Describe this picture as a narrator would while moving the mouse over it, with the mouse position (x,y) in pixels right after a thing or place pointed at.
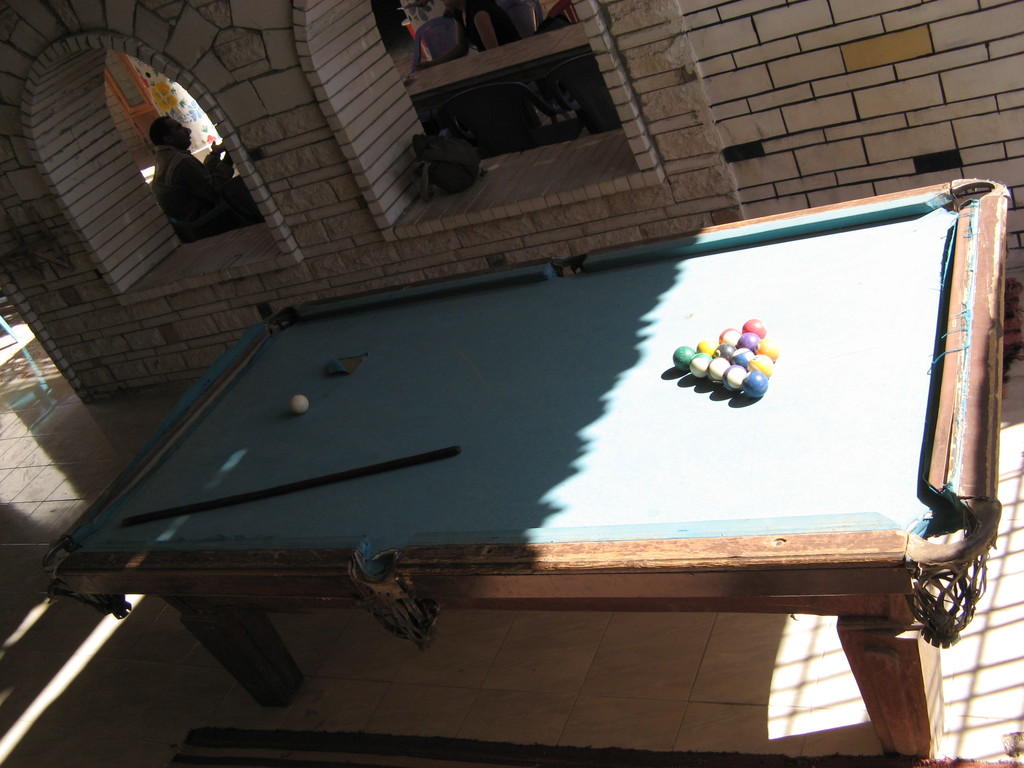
In this image I can see a snooker table (788,383), multi color balls (730,362) and stick (411,459) on it. I can see few objects (478,145), person (205,188) is sitting, inner part of the building (437,222) and the brick wall (710,115).
